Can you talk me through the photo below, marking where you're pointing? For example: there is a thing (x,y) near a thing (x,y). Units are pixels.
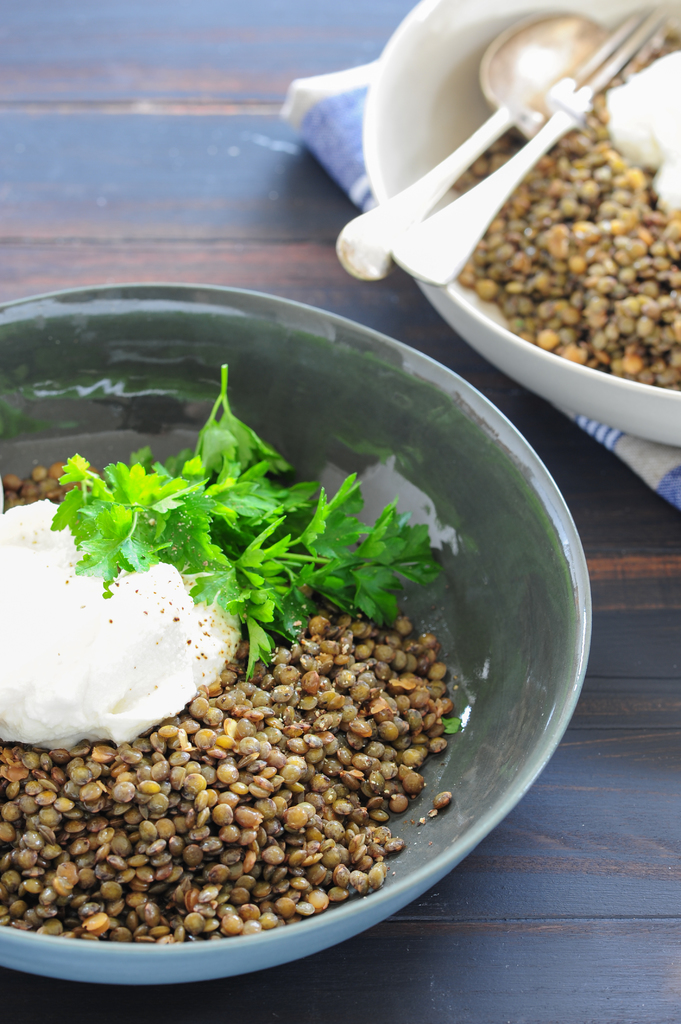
In this image I can see the black and brown colored table (183,122) and on it I can see a bowl (549,584) with few grains (360,673), a white colored cream (129,676) and few herbs (235,541). I can see another bowl (595,375) on the cloth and in the bowl (515,366) I can see few grains (580,308), few spoons (525,44) and a white colored cream (630,151).
